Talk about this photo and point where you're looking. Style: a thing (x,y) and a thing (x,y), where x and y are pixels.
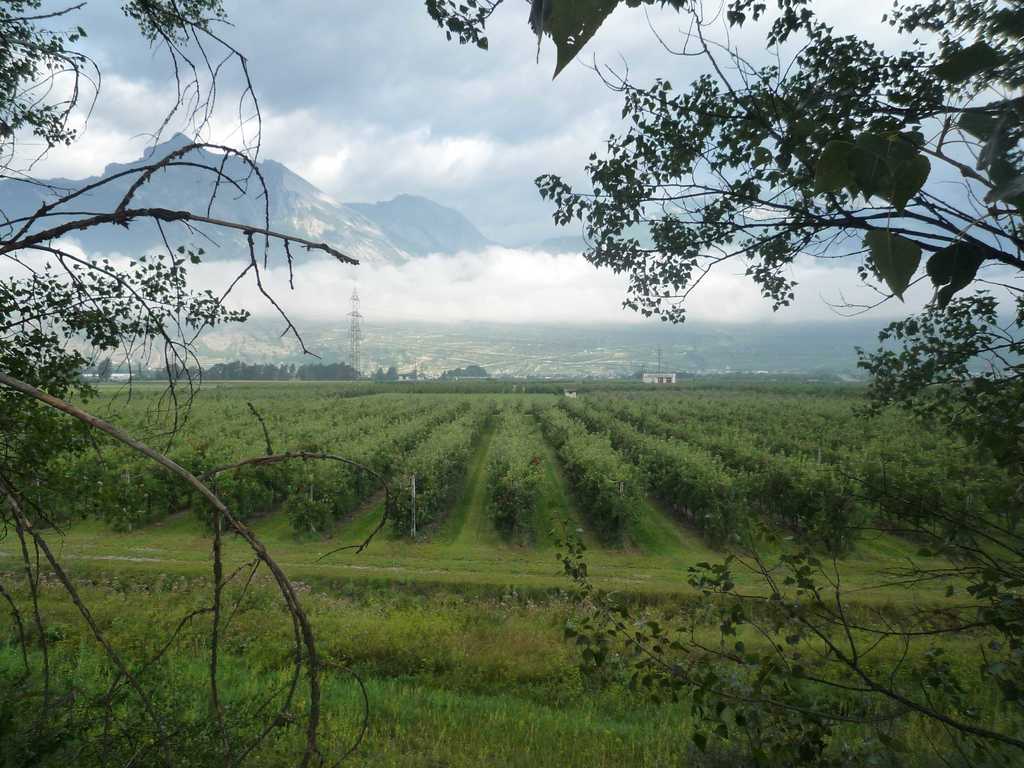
In this image, we can see some plants (603,498), trees (827,461). We can see the ground (484,635) with some grass (503,725). There are a few mountains (760,359). We can see a tower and the sky (378,36) with clouds (378,36).
